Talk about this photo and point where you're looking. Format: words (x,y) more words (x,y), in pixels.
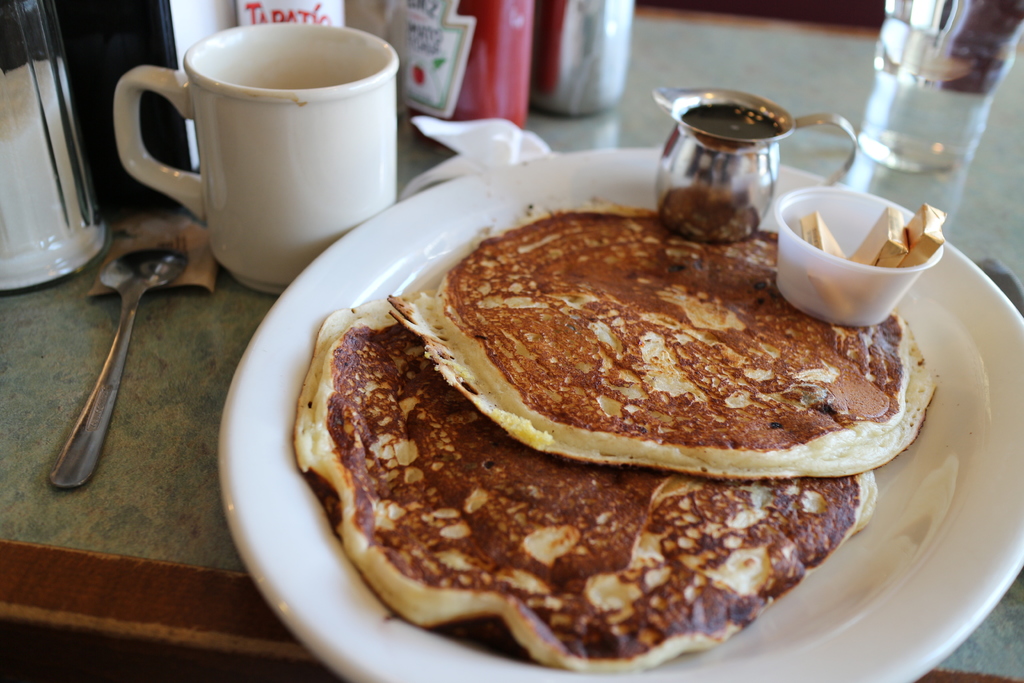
In this image I can see a food plate (730,665) with some food (792,449) and some butter (883,225) and a cup (332,133) and a spoon (128,319) and a glass (943,72) of water (959,111) and some other objects (396,41) on the table (93,475).
